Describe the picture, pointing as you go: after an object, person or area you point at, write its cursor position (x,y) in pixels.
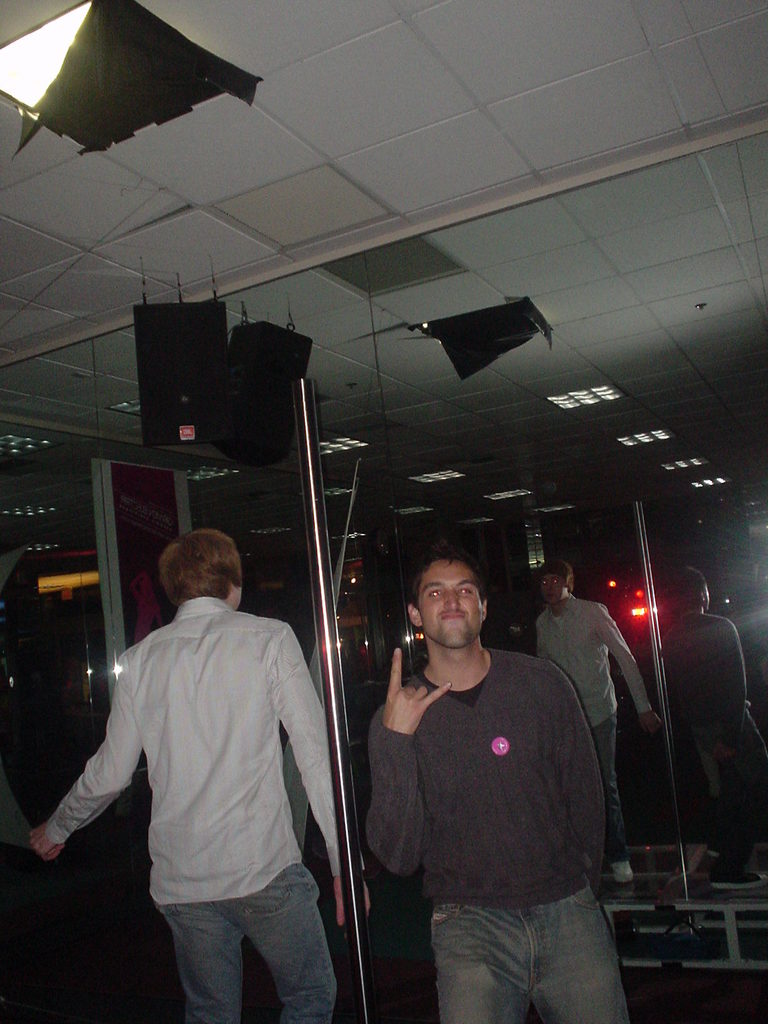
In this image we can see two persons (468,858) are standing here. Here we can see mirrors (306,330), some objects (236,395) fixed to the ceiling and the background of the image (8,600) is dark.
